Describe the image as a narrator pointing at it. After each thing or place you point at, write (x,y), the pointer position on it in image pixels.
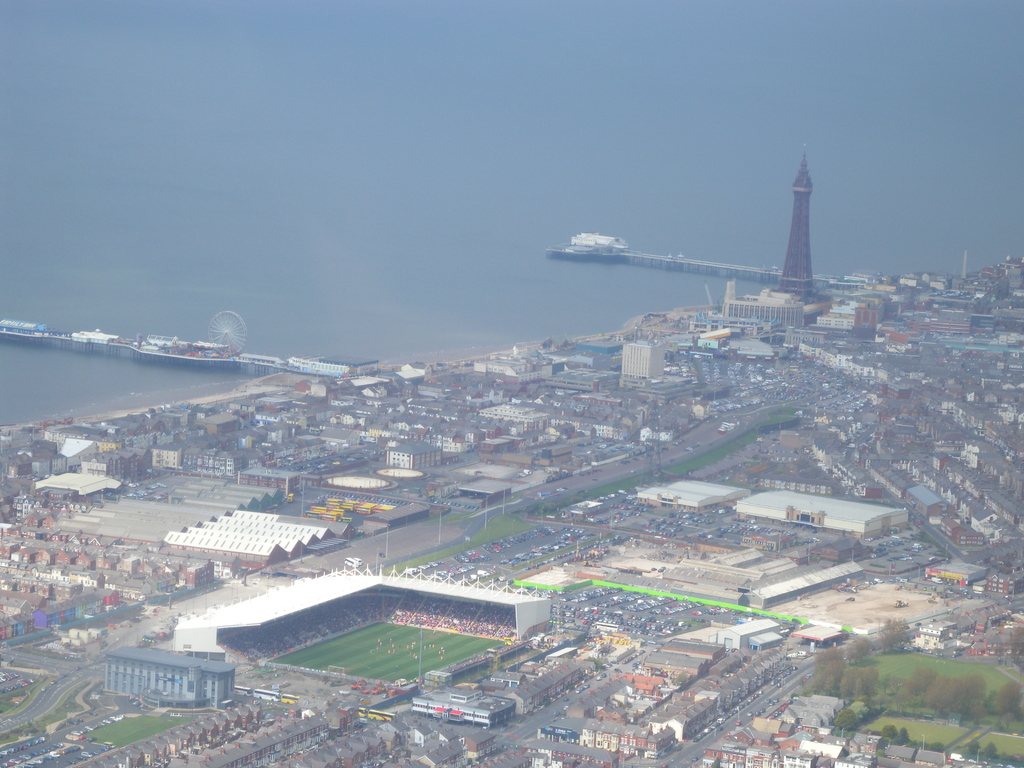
In this picture we can see the water (356,184), bridges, giant wheel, tower (809,282), buildings (833,578), vehicles (525,561) on the road (570,492), poles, stadium (449,589), green grass (981,672) and the trees (906,711).
